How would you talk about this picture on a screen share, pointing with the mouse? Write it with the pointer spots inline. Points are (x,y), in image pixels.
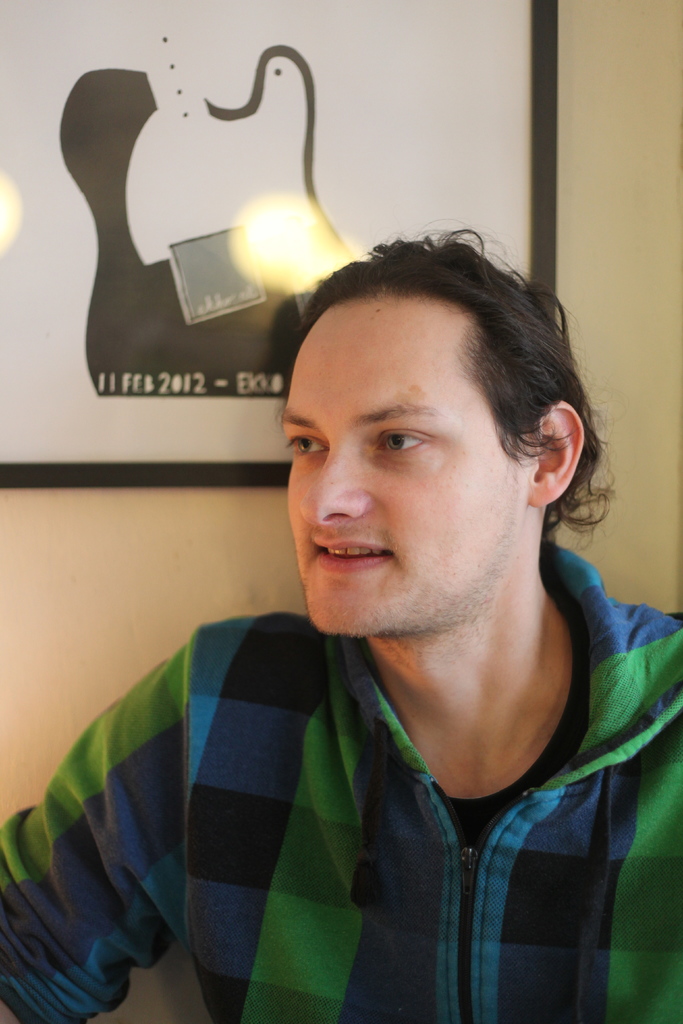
In this picture I can see a person (326,557), behind there is a frame (103,378) to the wall (2,626).
